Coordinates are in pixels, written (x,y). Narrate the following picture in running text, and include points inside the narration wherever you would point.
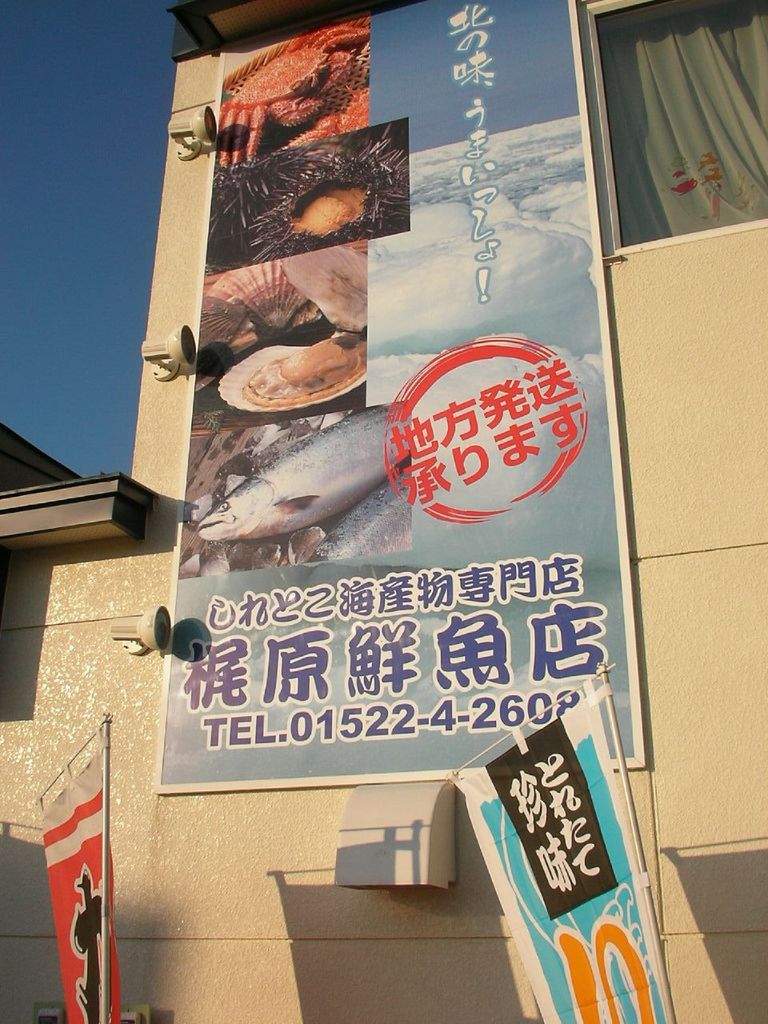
In this picture we can see a building (720,534), there is a hoarding (580,391) in the middle (448,600), we can see some text (457,653) on the hoarding (365,639), there is a glass window (758,185) at the right top of the picture (734,128), from the glass (701,88) we can see curtain (708,111), at the bottom (540,797) there are two banners (572,895), we can see the sky (76,432) at the left top of the picture (92,152).
